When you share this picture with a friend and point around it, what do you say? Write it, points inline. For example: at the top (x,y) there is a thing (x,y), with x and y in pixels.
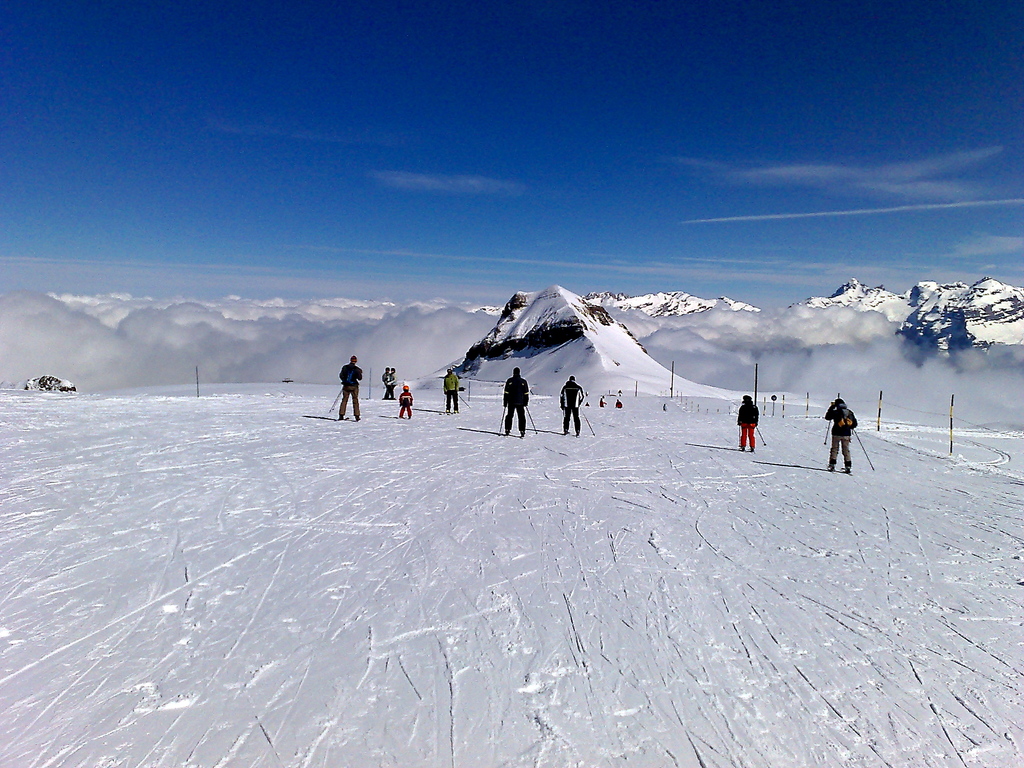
In the center of the image (402,417) we can see persons (345,408) on the snow (473,437). In the background (223,375) we can see mountain (485,348), clouds (699,370), hills (1006,294) and sky (526,280). At the bottom of the image (392,603) there is snow (302,591).
